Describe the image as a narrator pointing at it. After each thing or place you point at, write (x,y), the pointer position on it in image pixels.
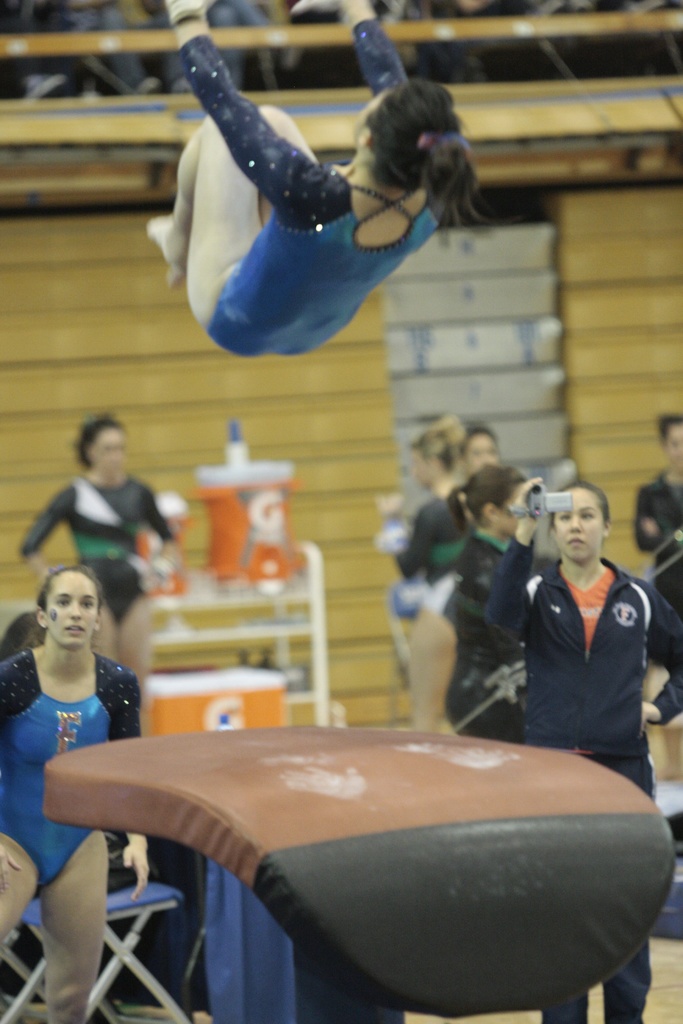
In the middle of the image (431,553) few people (131,650) are standing and holding cameras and few people (49,518) are watching. At the top of the image (311,1) a person (193,25) is jumping. Behind them there is fencing (24,53) and there are some tables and chairs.
